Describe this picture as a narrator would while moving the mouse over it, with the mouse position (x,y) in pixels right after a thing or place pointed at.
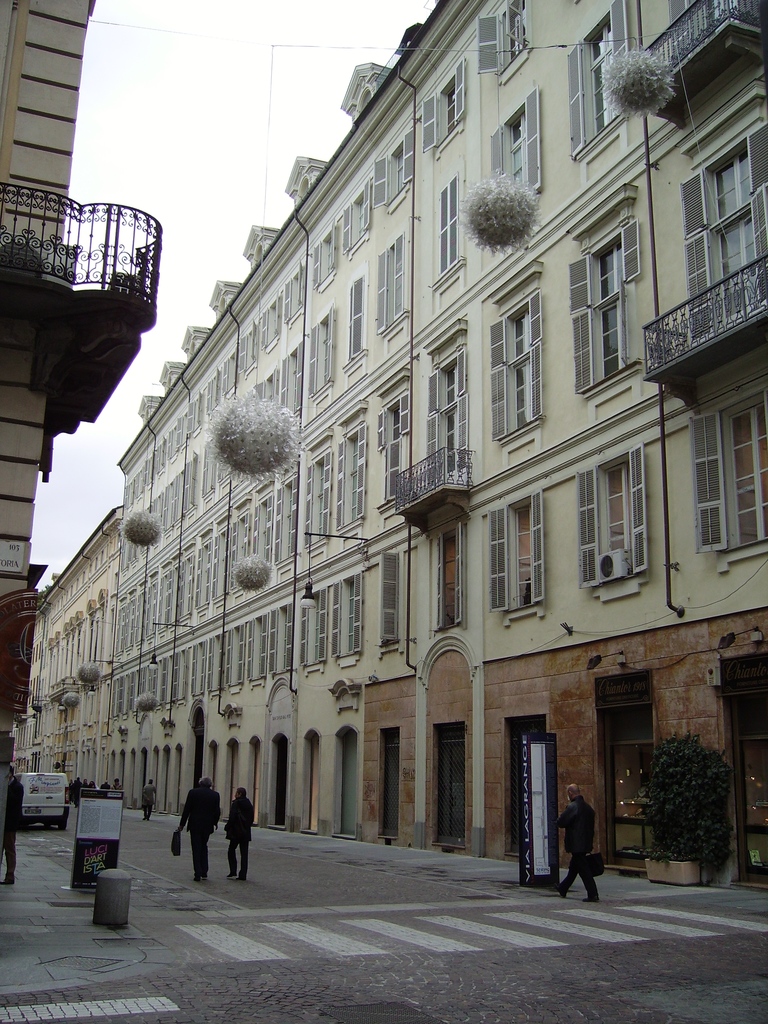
In this image on the right (602,537), there are buildings (467,480), plants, windows (461,583) and doors (444,775). In the middle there are some people (231,836), they are walking and there is road (293,921) and zebra crossing (311,937). At the top (165,205) there is sky (197,184).
